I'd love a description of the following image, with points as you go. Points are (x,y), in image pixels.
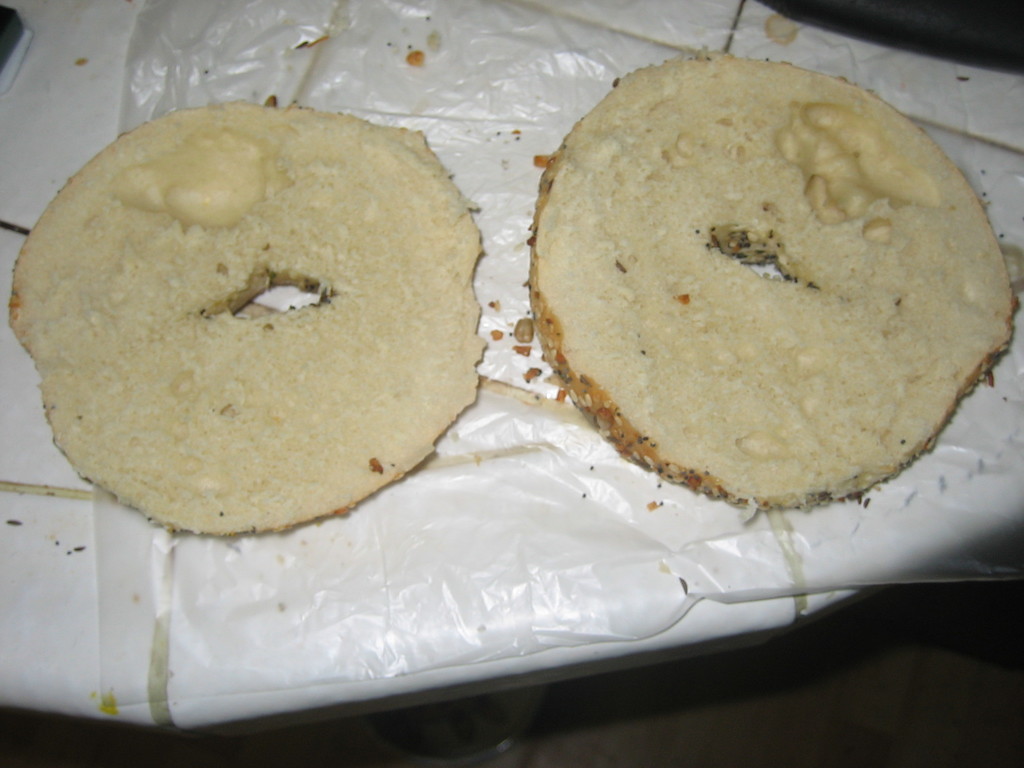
In this image I can see the white colored object (553,533) and on it I can see a bagel (294,381) which is sliced into half which is brown and cream in color. I can see the black colored background (962,51).
